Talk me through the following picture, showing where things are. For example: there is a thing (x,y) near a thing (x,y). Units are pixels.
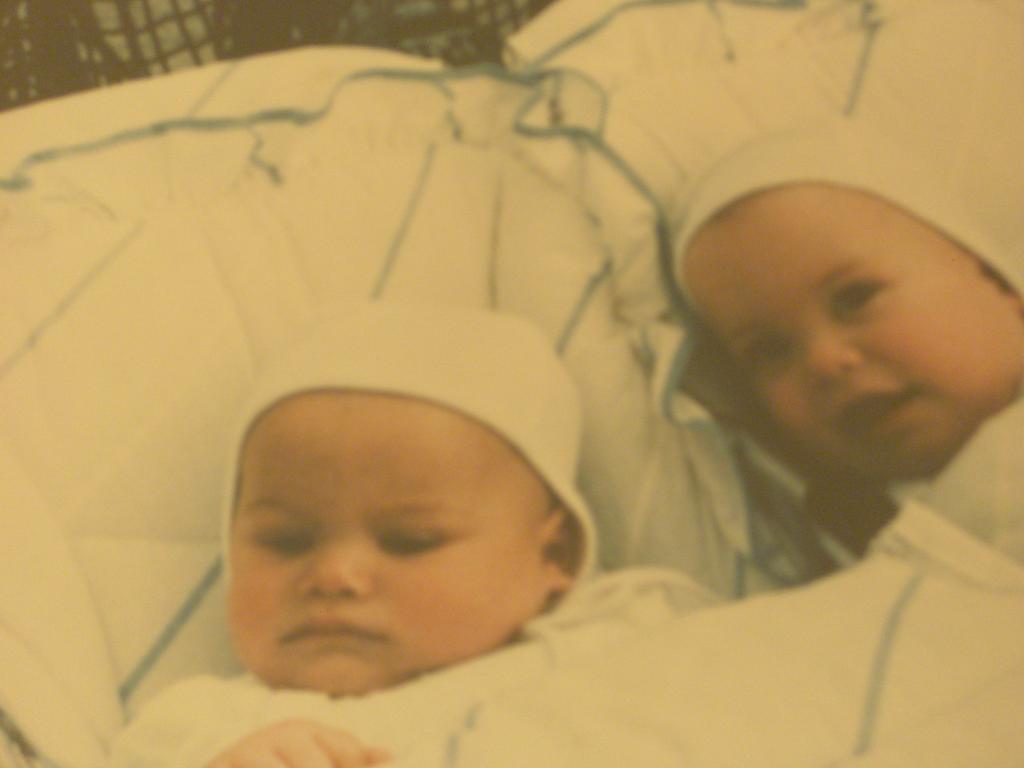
In this image we can see two babies (974,227) are laying on pillows (617,241).
